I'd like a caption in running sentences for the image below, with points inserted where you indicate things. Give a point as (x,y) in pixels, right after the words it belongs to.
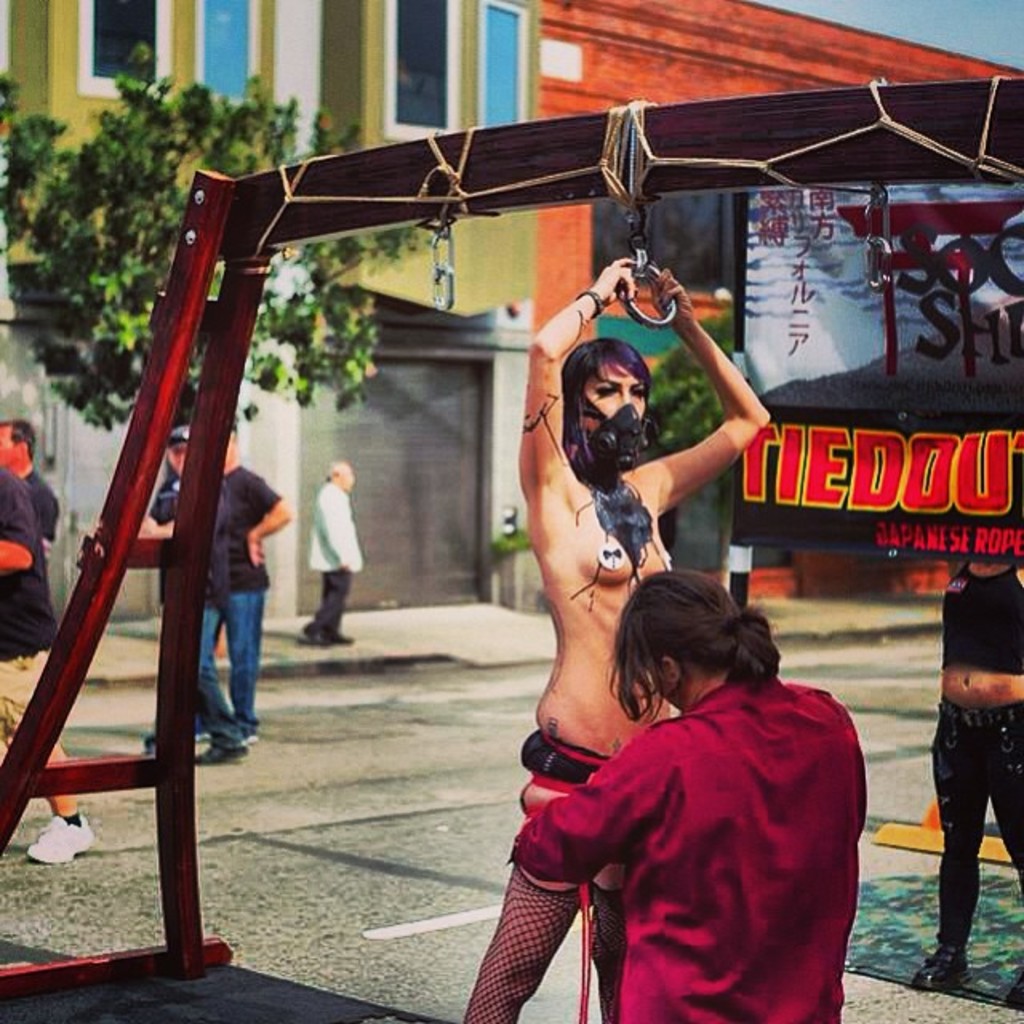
It looks like an edited image. We can see there is a woman (622,277) holding an object (634,274). Behind the woman (612,287), there is a tree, people (1,509) and a building (617,254). On the right side of the image (832,462), there is a banner (890,383).
